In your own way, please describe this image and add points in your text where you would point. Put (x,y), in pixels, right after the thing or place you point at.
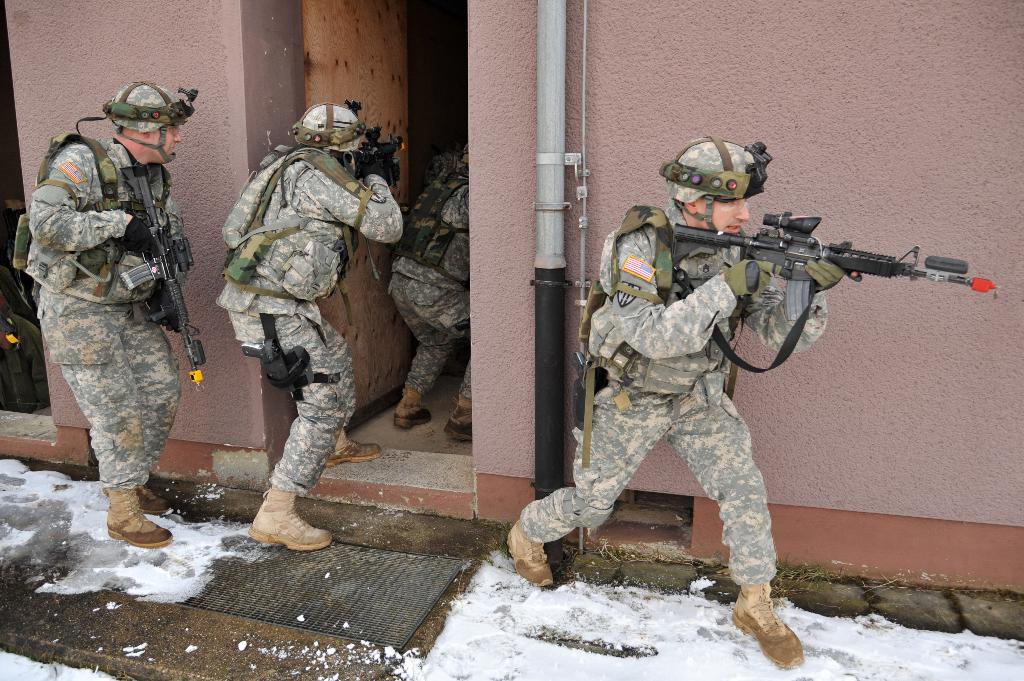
In the image there are few men (315,242) with army uniforms (699,376), caps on their heads (698,215) and holding guns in their hands (172,307). Behind them there is a wall (796,128) with pipe (552,202).
